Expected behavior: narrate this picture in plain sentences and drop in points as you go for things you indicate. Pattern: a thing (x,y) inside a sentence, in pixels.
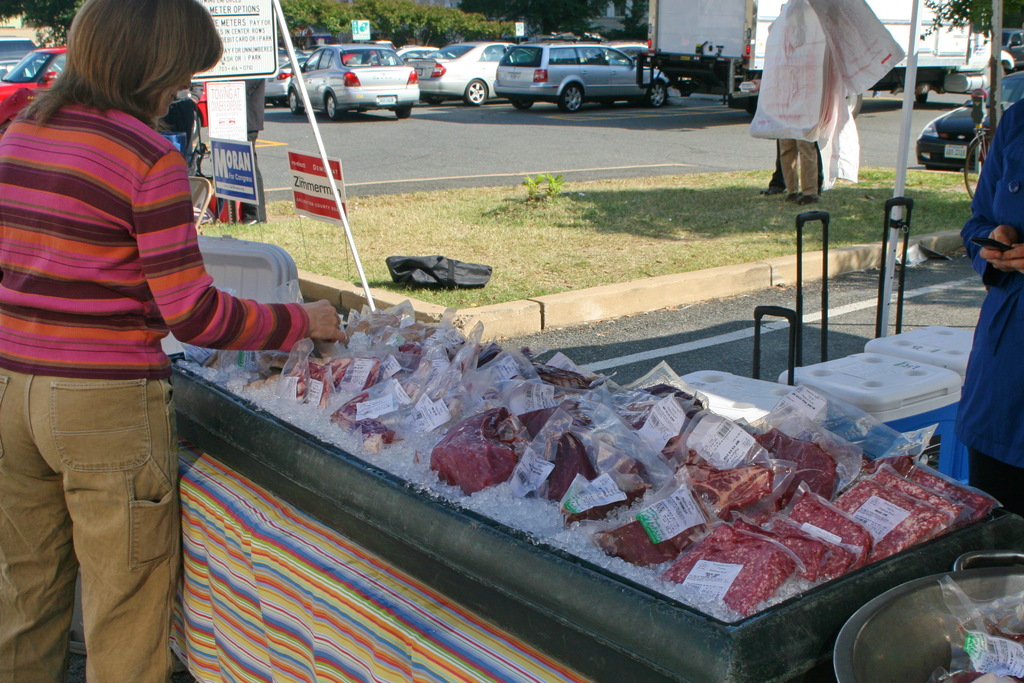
In this image I can see two people (141,477) with different color dresses (99,366). In-front of these I can see the packets (677,550) with meat (733,560). I can see the stickers (664,501) on the packets (536,486). To the side I can see the boards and poles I can see many vehicles (384,94) on the road (505,135). In the background (307,2) I can see many trees (346,30).
